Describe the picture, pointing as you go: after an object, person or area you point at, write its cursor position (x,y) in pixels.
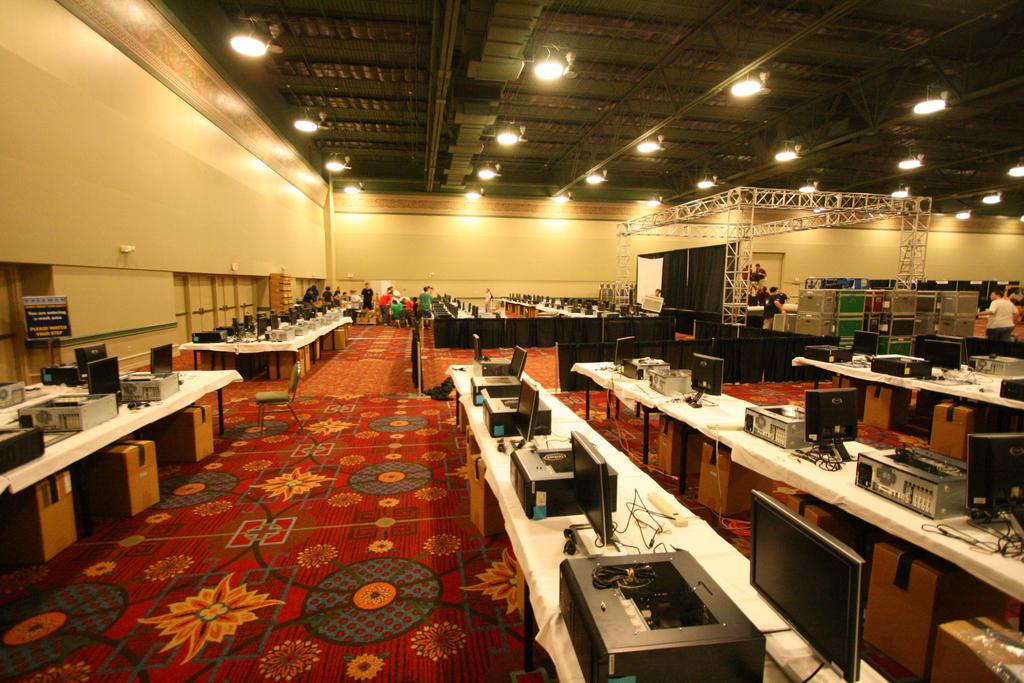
This picture describes about inside view of a room (436,286), in this we can find group of people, few monitors (159,362) and CPU's (514,398) on the tables (508,520), in the background (822,289) we can see few metal rods (890,205), boxes (940,297) and lights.
